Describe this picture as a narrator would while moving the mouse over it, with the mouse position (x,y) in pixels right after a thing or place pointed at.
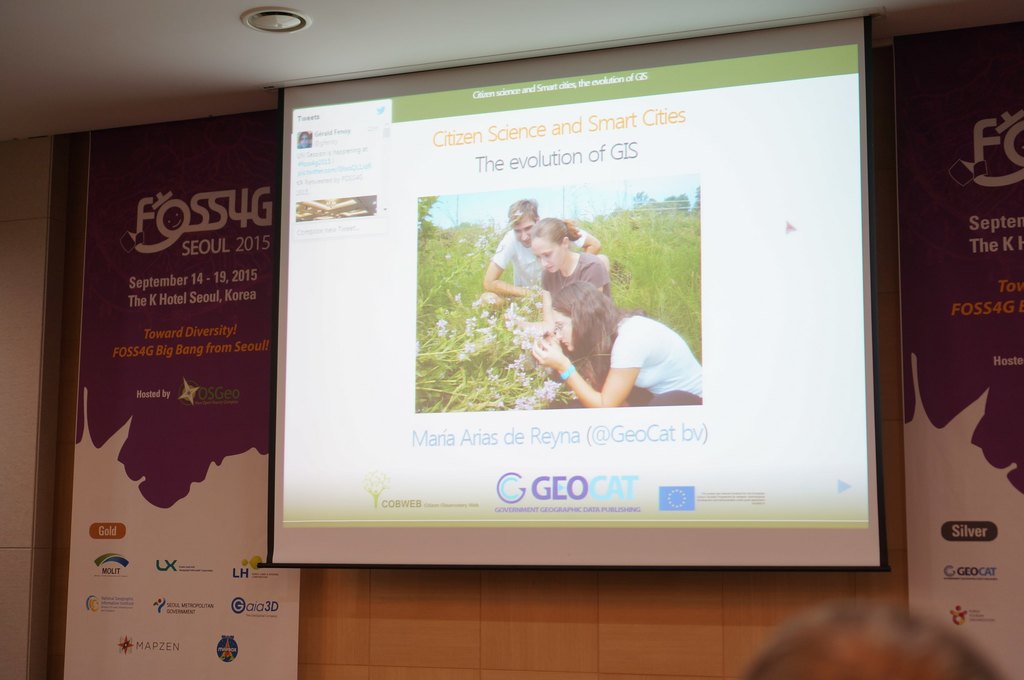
In this picture we can see hoardings (906,352) on the right side (926,310) and left side (118,363), there is a projector screen (545,453) in the middle (358,423), we can see a picture (605,379) and some text (598,480) on the screen (673,400), in this picture we can see three persons (556,272). some plants (624,274), flowers (535,300) and the sky (478,213), at the right bottom (850,615) we can see a person's head (866,641).
